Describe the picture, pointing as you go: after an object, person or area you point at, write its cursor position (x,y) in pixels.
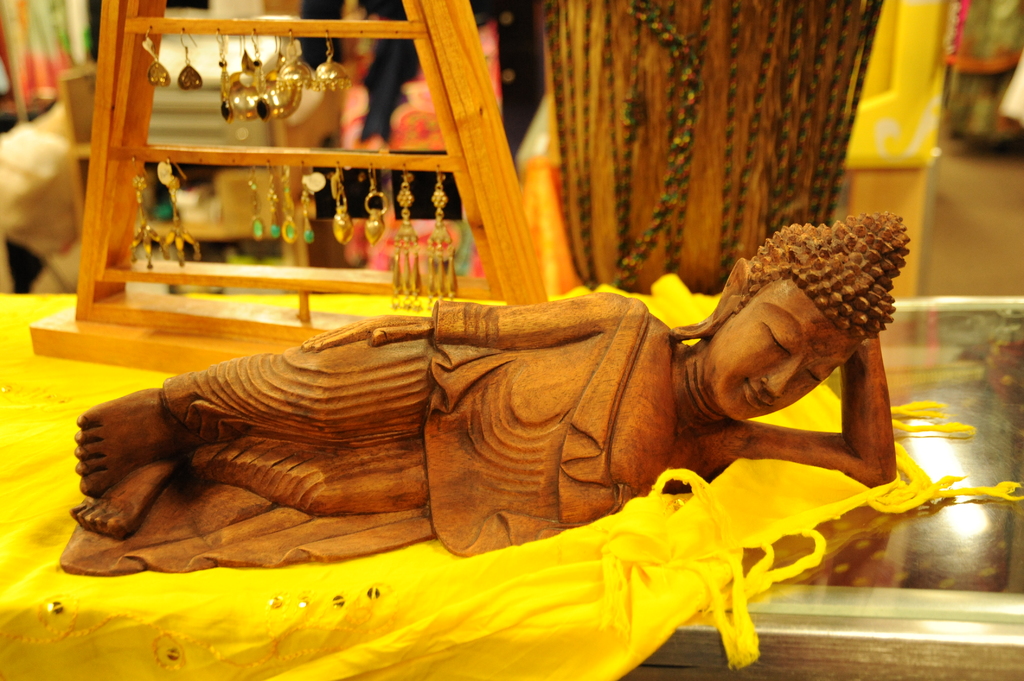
There is a small wooden sculpture (620,351) of a sleeping man (375,425) placed on a yellow cloth (741,498) and behind that sculpture (284,410) there is a collection of earrings (286,91) hanged to the wooden rod (237,158) and the background (357,200) is blur.
